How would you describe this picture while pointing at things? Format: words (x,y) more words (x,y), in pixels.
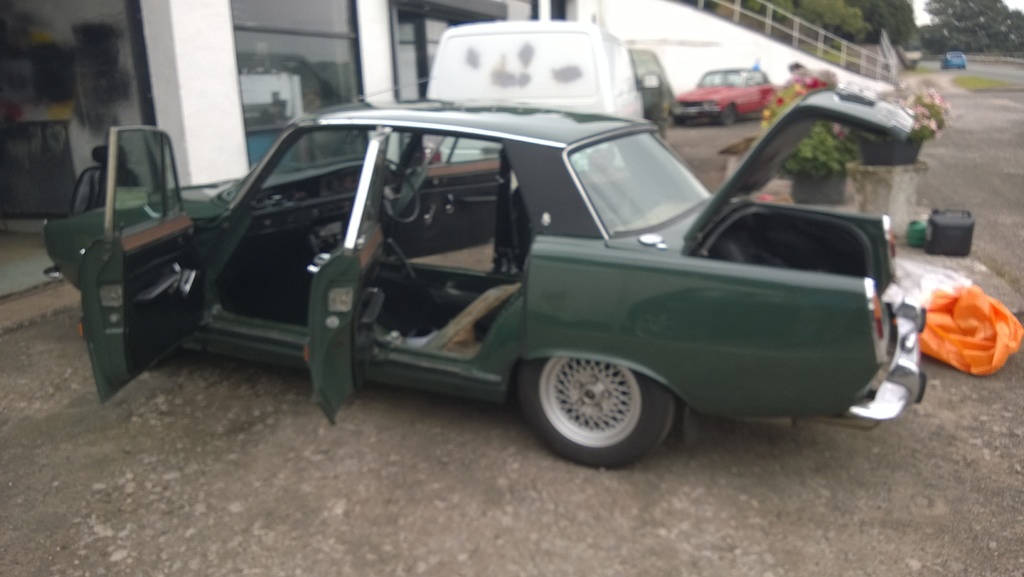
In this image I can see few vehicles (644,216), glass walls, flower pots (820,199), railing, few objects (105,65), plastic-covers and few trees (1009,14).
